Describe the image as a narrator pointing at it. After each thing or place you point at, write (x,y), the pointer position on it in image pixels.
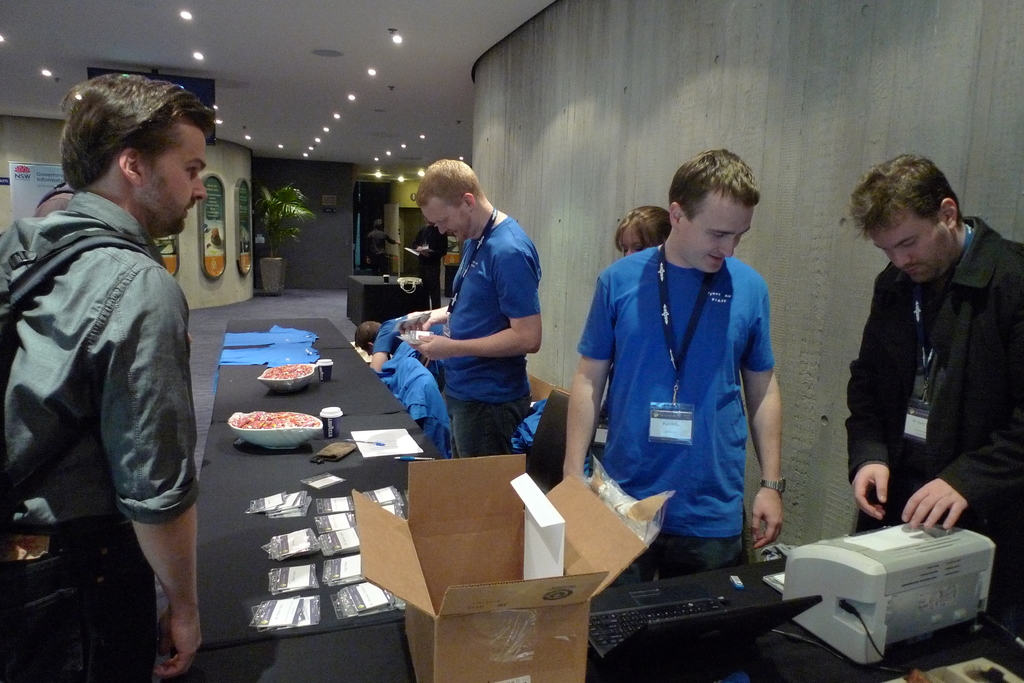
In this picture we can see a group of people (126,415), some people (627,370) are wearing id cards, here we can see a laptop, printer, tables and some objects (454,493) and in the background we can see a wall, lights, houseplant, floor (222,312), roof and some objects (267,343).
